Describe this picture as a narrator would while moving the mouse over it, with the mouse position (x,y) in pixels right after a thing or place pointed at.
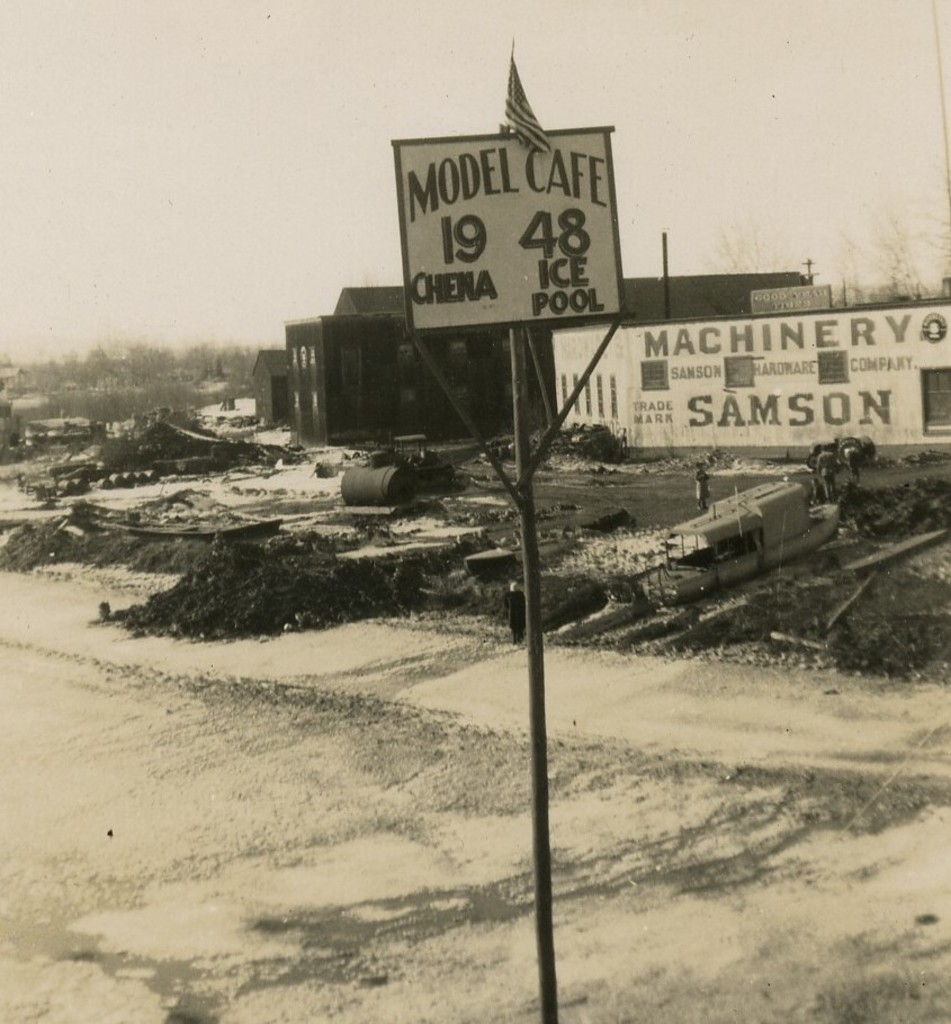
In this image I can see the board (442,183) and flag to the pole (535,591). In the background (454,586) I can see the boat (714,587), mud (376,583), some objects (615,451) and few people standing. I can also see the buildings (411,428) and something is written on the wall (662,395) of the building (652,412), trees (92,374) and the sky (231,166).
